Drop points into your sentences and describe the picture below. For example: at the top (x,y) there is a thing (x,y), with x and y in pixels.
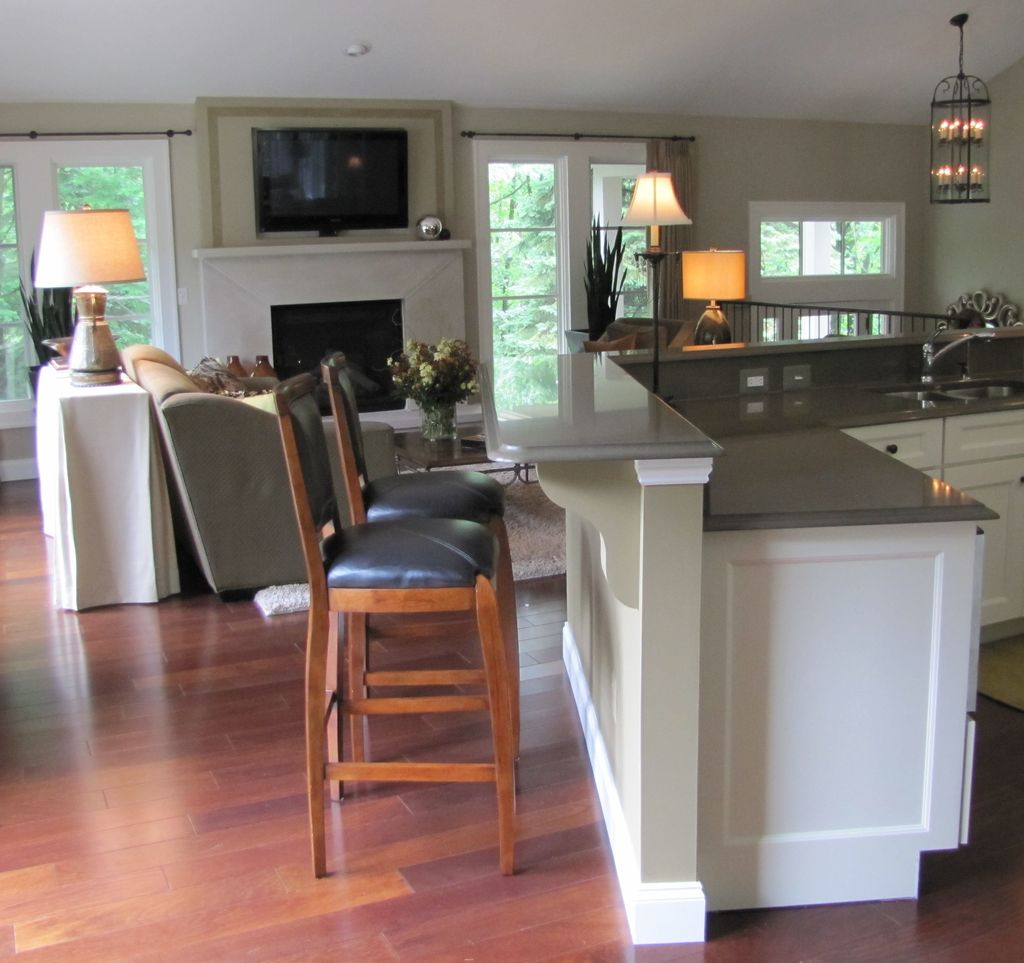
On the right side (783,437) there is a platform (832,571) with cupboards (921,449). On that there is a wash basin (959,388) with taps (927,359). Near to that there are chairs (381,532). In the back (217,433) there is a sofa (216,441) and a table lamp (82,275) on a stand (97,431). In front of the sofa (368,456) there is a vase (431,425) with flowers (437,378). Also there are table lamps (660,232), railing (779,320). In the back (511,206) there are windows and curtain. On the ceiling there is a chandelier (948,101). In the back (286,153) there is TV (299,169) on the wall (225,171). Through the windows (517,300) we can see trees (532,304).
